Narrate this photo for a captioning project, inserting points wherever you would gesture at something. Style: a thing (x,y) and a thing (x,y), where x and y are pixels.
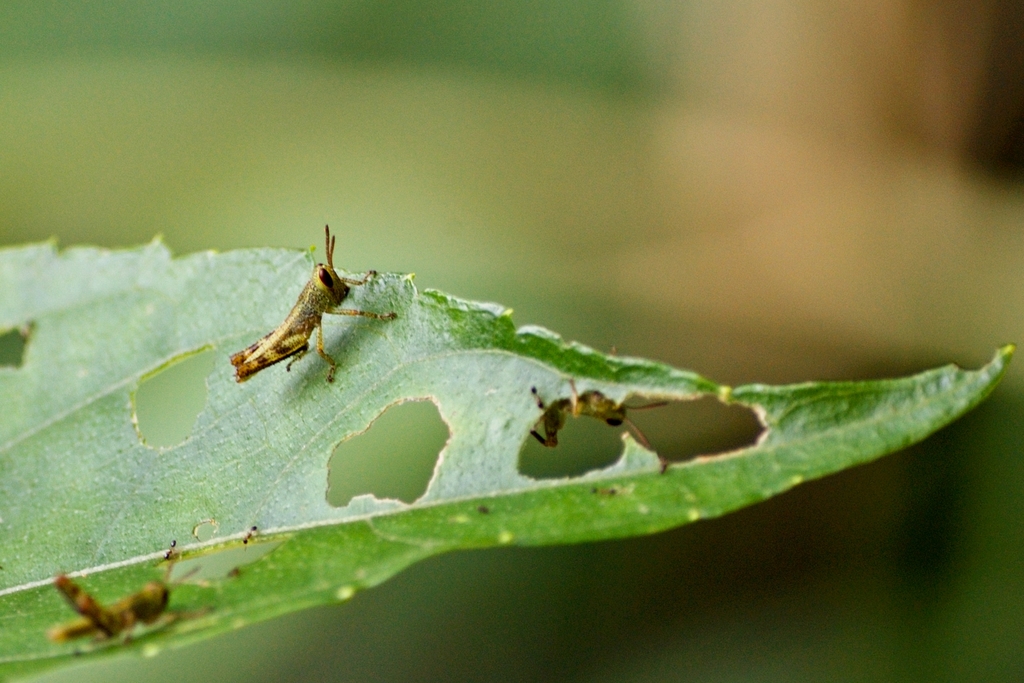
In this image we can see some insects (262,369) on the leaf (444,307) and the background (551,265) is blurred.
